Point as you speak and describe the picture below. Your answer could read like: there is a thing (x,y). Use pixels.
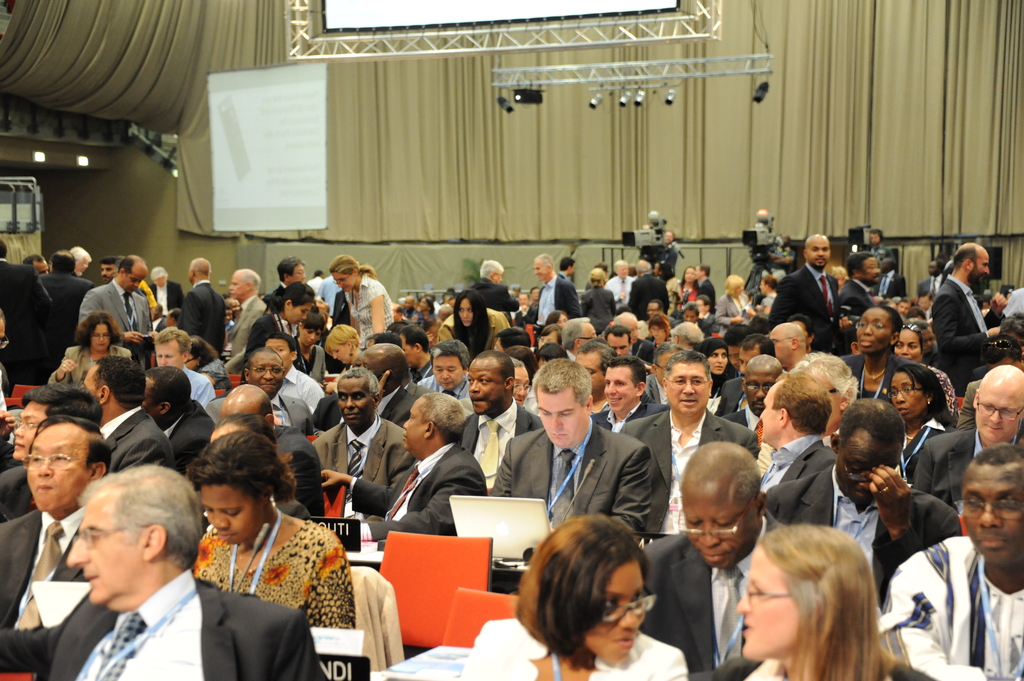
This picture is clicked inside. In the center (633,385) we can see the group of people (962,413) sitting on the chairs (518,606) and one person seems to be working on a laptop (522,533). In the background (719,147) we can see the focusing lights (637,102) attached to the rods (547,79) and we can see the projector screen (237,167), wall (159,204), curtains (191,221) and some other objects (167,166) and there are some persons (470,298) standing on the ground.
